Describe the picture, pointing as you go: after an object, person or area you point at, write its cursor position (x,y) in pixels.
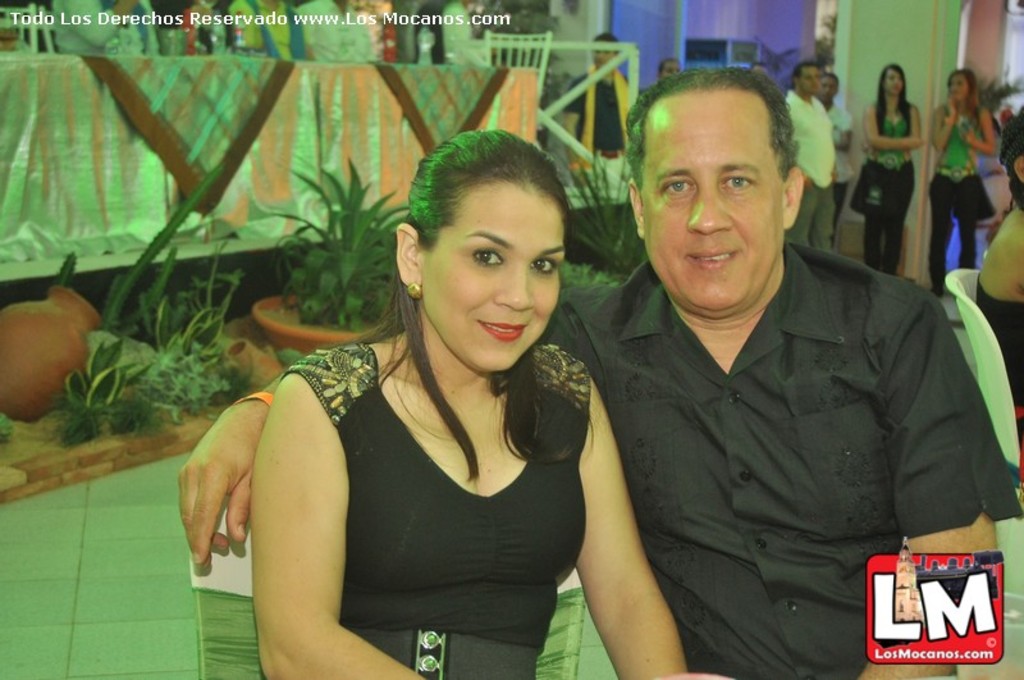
In this picture In the foreground (762,251) I can see one woman (411,344) and one man (681,344), in the background (870,158) I can see group of people (960,103) standing in front of the beam (928,187) and on the right side (967,308) I can see a person (981,295) sitting on chair (970,328) and on the left side (33,275) I can see the wall (25,286) and flower pots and plants (350,294).
